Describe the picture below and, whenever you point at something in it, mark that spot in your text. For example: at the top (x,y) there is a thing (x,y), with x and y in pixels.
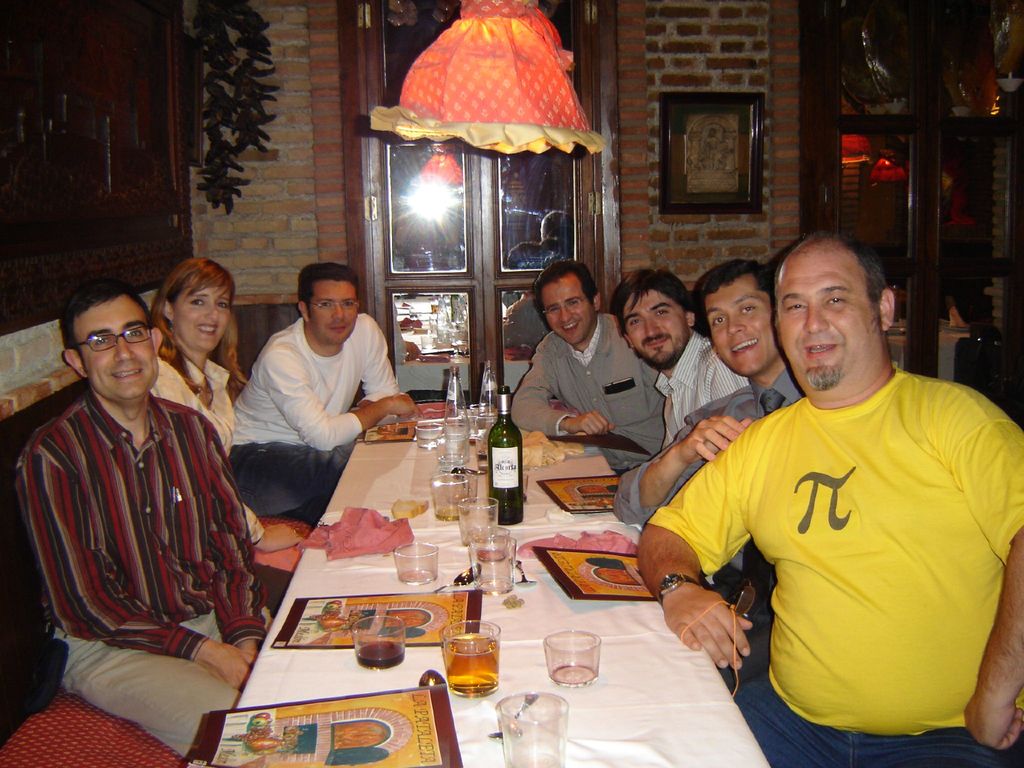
Image i can see group of people (730,419) sitting, there are few glasses (596,645), bottles (510,471) and food (399,509) on the table (443,523), at the back ground (762,214) i can see a window (601,210), wall (645,224), a frame (698,144) attached to a wall (629,232), a small plant (231,68), at the top i can see a light (507,36).
